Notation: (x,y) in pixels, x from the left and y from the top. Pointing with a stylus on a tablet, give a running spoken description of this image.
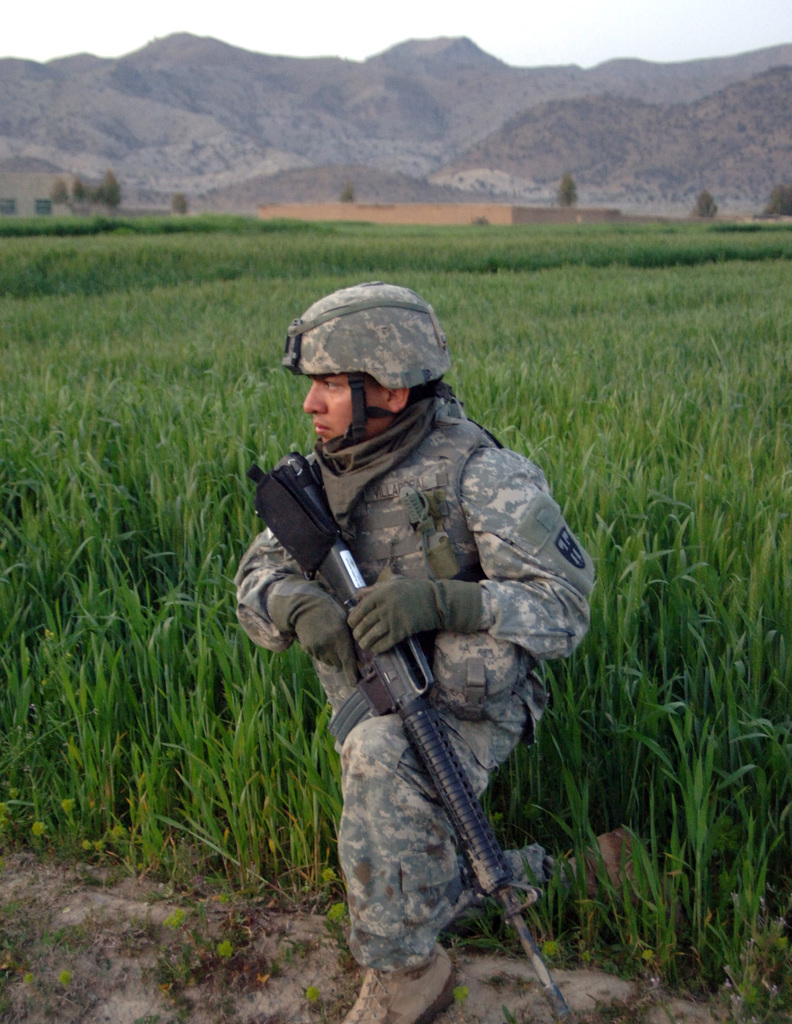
In the center of the image (427,570) we can see a person (422,586) is holding a gun (412,735) and he is wearing a helmet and gloves (386,608). In the background (774,29), we can see the sky (240,24), hills (633,147), trees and grass (724,364).
